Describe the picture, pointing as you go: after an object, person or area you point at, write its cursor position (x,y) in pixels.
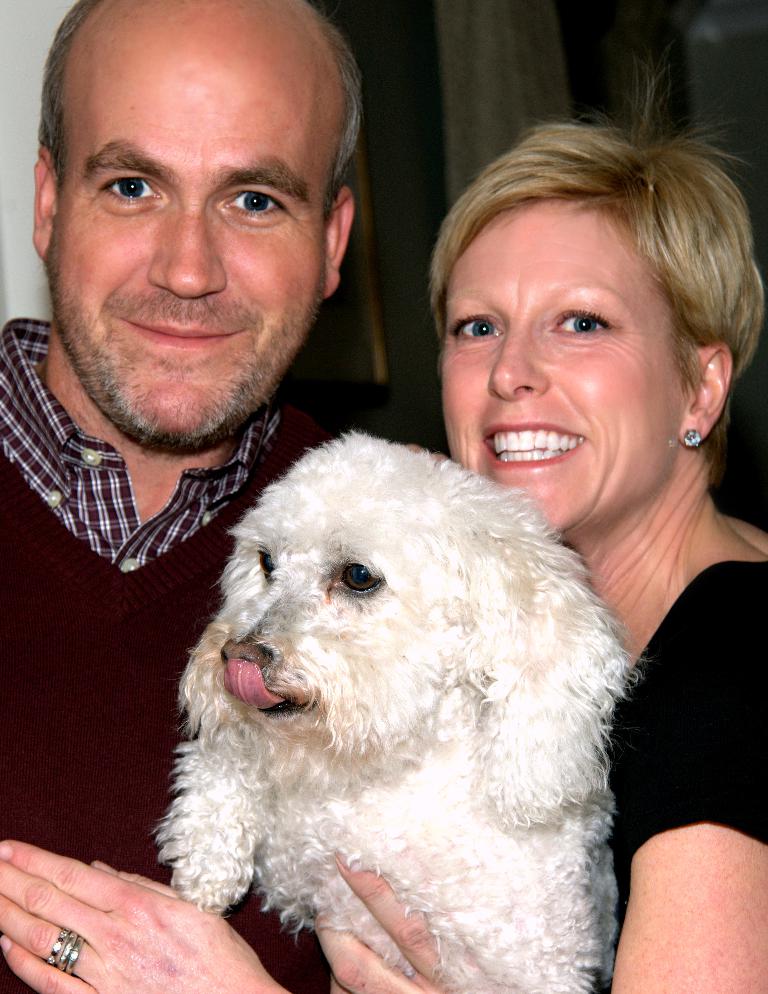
In this picture we can see a dog (462,540) and a man (184,642), woman (616,285) are smiling and in the background (468,113) we can see some objects (449,170).
